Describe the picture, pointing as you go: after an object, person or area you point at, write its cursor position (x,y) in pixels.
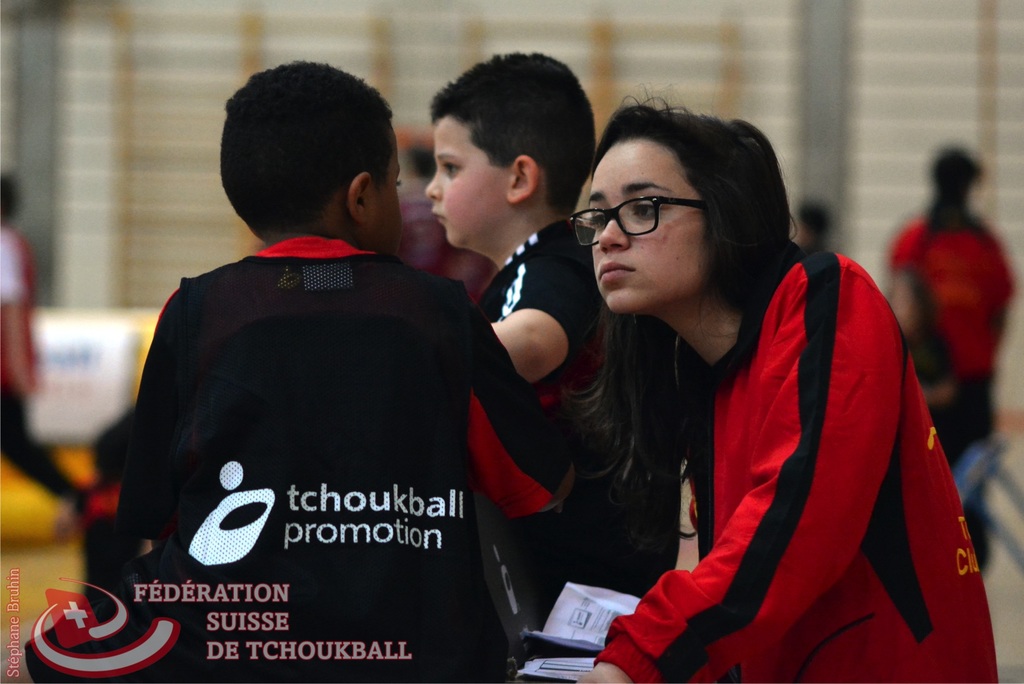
In this image there are some children (528,408), and in the background (65,340) there are some persons (967,330), board (45,402) and it looks like a wall (641,61). At the bottom of the image (229,629) there is some text (243,641) and logo (98,626), and in the center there are some papers (574,638).
